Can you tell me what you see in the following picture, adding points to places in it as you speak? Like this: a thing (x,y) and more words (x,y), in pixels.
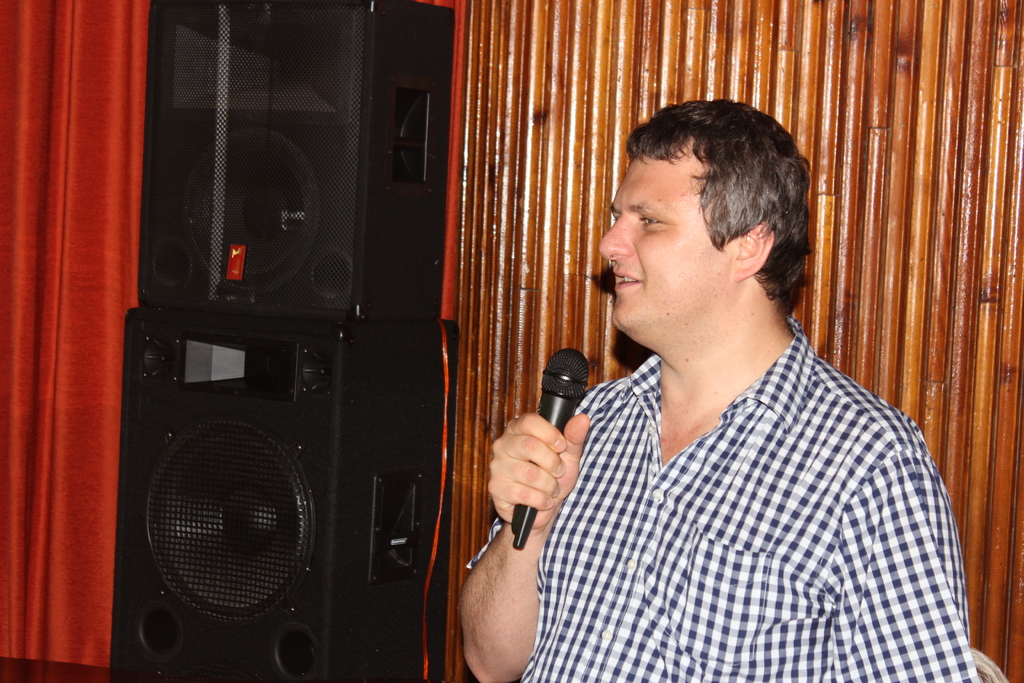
In this image I can see the person (789,635) holding the microphone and the person (776,523) is wearing white and blue color shirt (780,517) and I can see the wooden background (516,74) and I can also see two woofers (325,496) and the curtains (95,333) are in red color.
